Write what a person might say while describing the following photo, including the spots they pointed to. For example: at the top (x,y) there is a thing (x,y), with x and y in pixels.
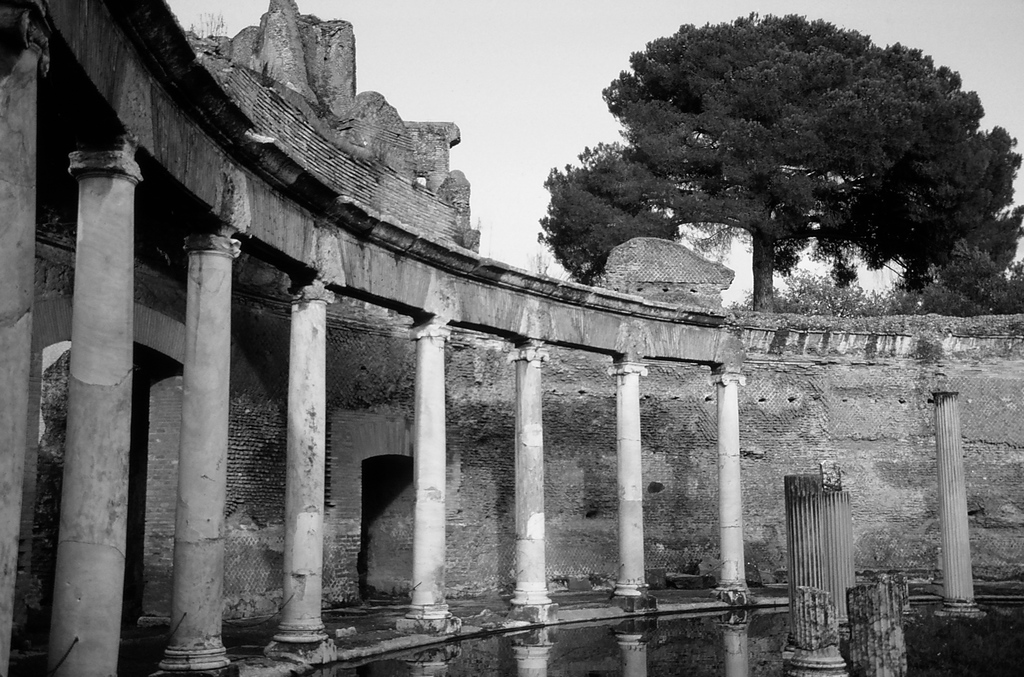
In this picture we can see water (726,649) at the bottom (701,633), in the background (682,549) there is a wall (478,464), we can see some pillars (324,409) in the middle (418,422), there is the sky (569,76) and a tree (724,100) at the top of the picture (737,110), we can also see some plants (945,284) on the right side (835,289), it is a black and white image.
